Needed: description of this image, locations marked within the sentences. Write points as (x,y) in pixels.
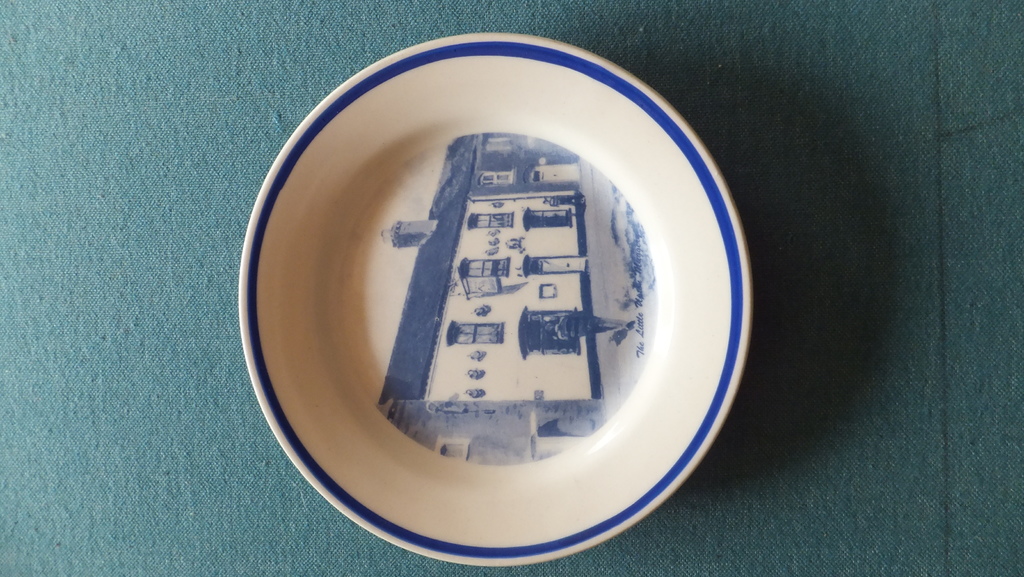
In this image I can see a white colour plate (389,188) and on it I can see an art (474,282). I can also see green colour thing (836,280) in background (746,128).
